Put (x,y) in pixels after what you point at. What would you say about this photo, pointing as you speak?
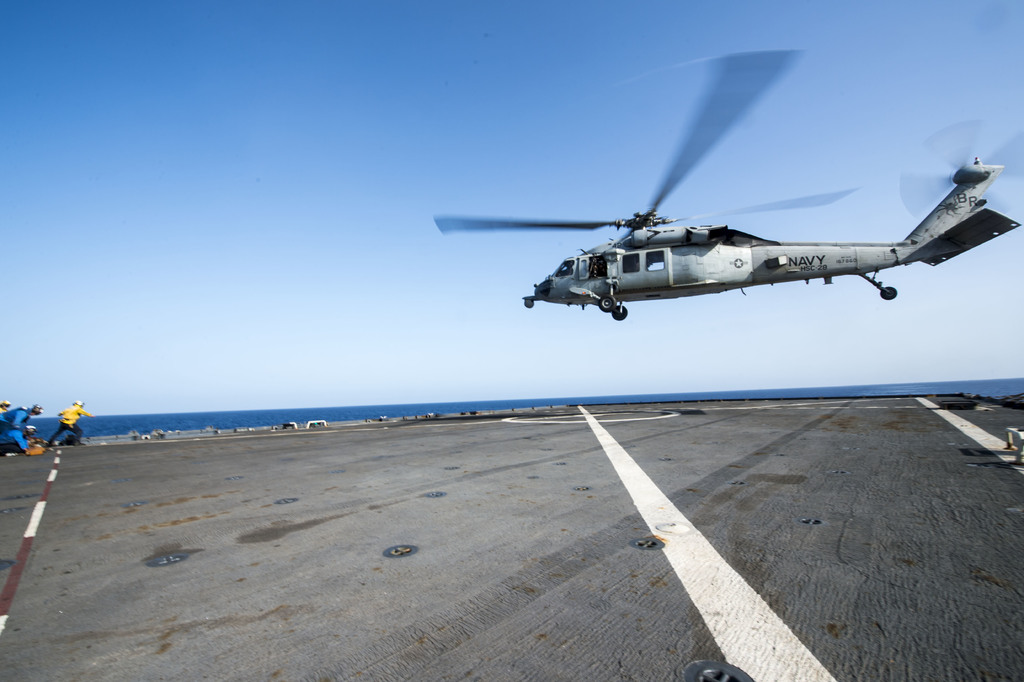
In this image there is the sky (289,203) truncated towards the top of the image (349,68), there is a helicopter (974,201) flying in the air (692,302), there is water (101,422) truncated, there are persons (68,417), there is a person (17,424) truncated towards the left of the image (10,437), there is the ground (77,644) truncated towards the bottom of the image (831,629), there are objects (1008,449) on the ground (996,441), there is an object (1022,452) truncated towards the right of the image (1009,436).
